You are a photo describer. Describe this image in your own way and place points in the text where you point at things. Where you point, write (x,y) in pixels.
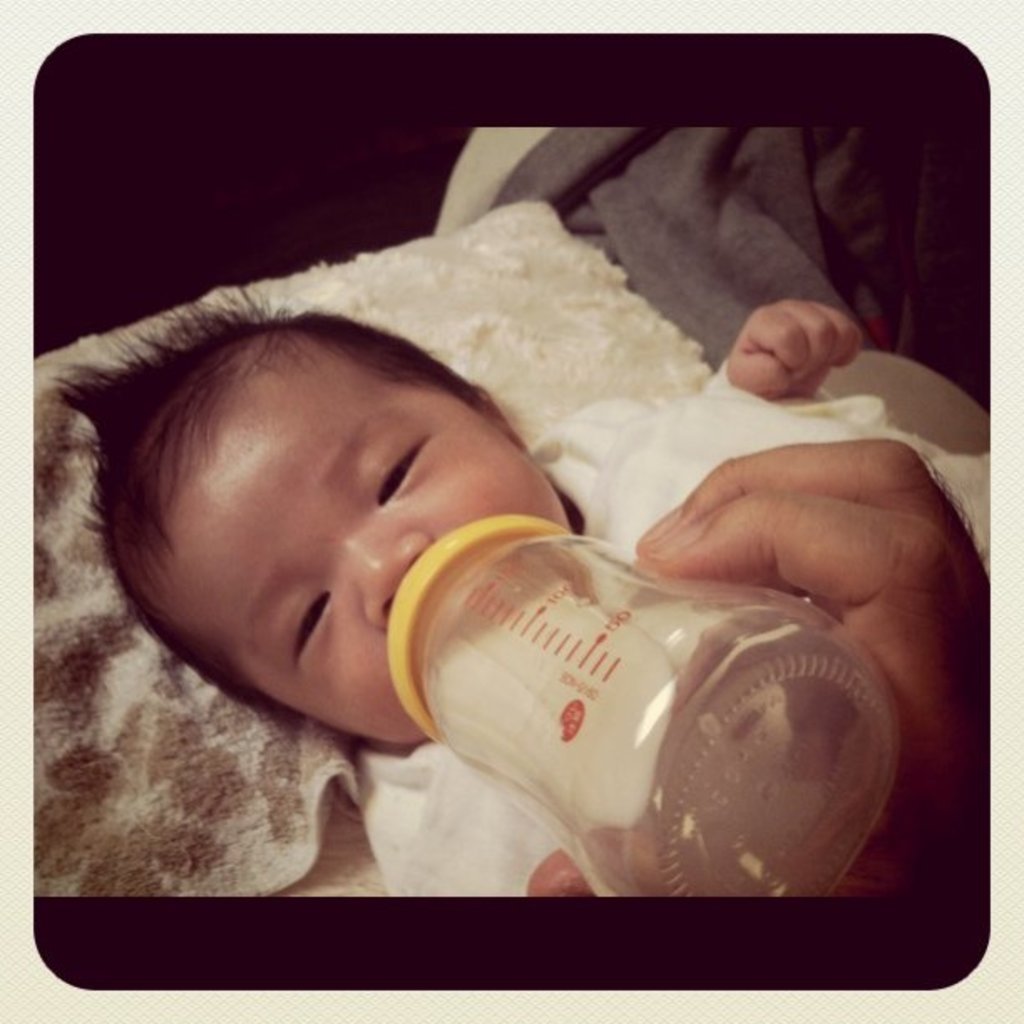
In this image there is a kid (312,578) lying on the bed (302,743) and drinking the milk (556,731) which is in the milk bottle (554,713). On the right side (696,216) top there is a blanket (734,222).
